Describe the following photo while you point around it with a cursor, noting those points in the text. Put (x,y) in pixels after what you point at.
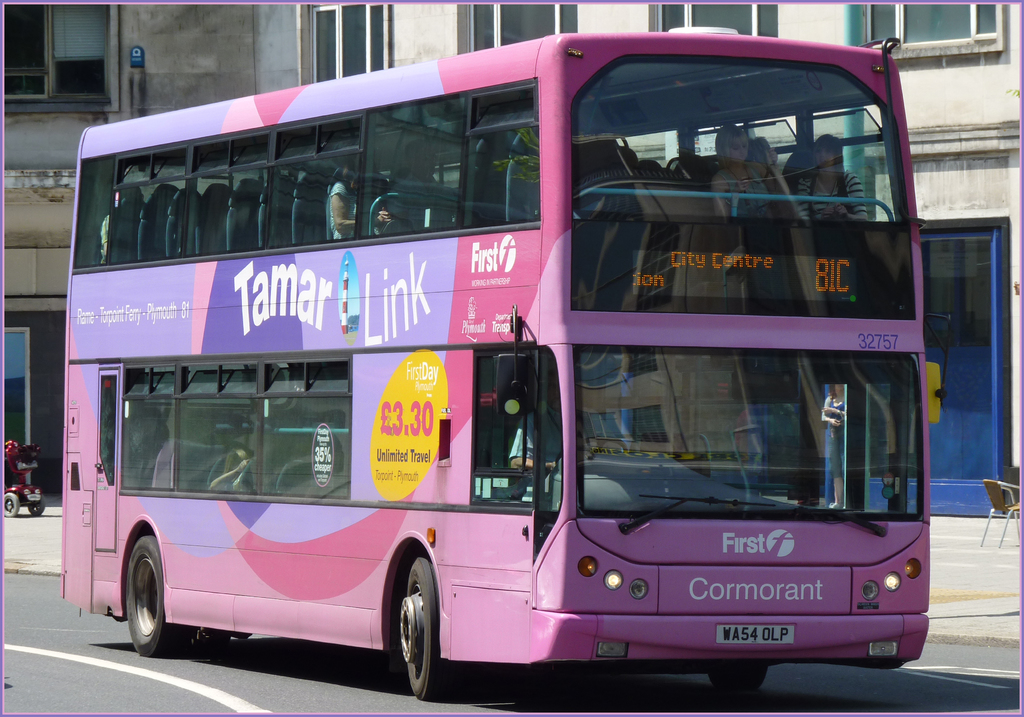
In this image there is a bus (352,599) on a road (494,713), in the background (60,511) there is a pavement (970,538), on that pavement (970,528) there is a chair (1009,509) and a scooter (35,503) and there is a building (1005,136).
